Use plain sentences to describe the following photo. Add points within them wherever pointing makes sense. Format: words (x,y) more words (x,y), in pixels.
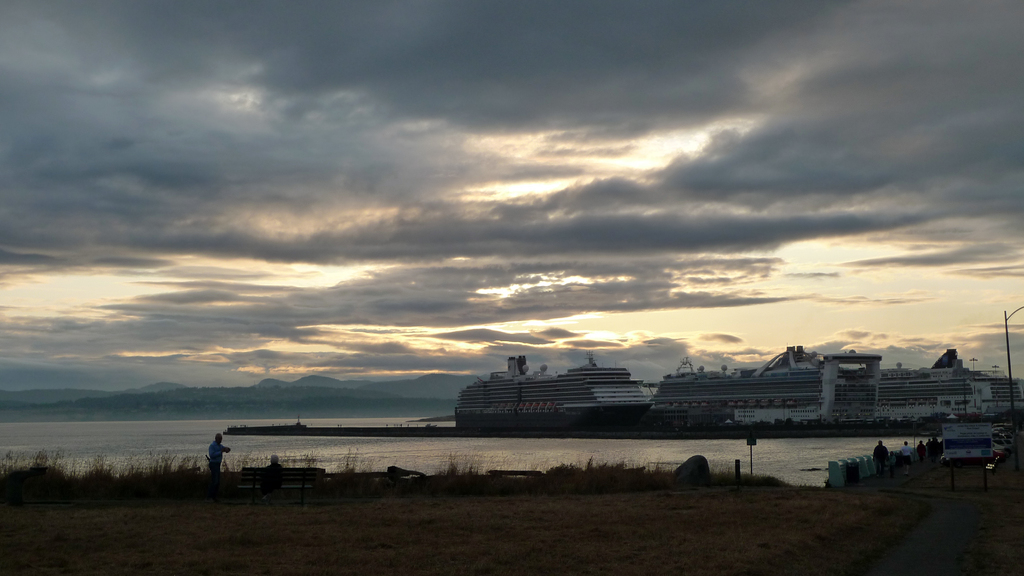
In this image, we can see some water (129,423). We can see some ships (772,378). We can see a path (340,429) above the water (808,477). There are a few people (895,471). We can see the ground (706,526). We can see some grass (685,491), a rock (699,465) and some boards (952,452) with text (971,451). There are a few vehicles (993,447). We can see a bench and a pole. We can see the sky (501,229) with clouds (665,227).
